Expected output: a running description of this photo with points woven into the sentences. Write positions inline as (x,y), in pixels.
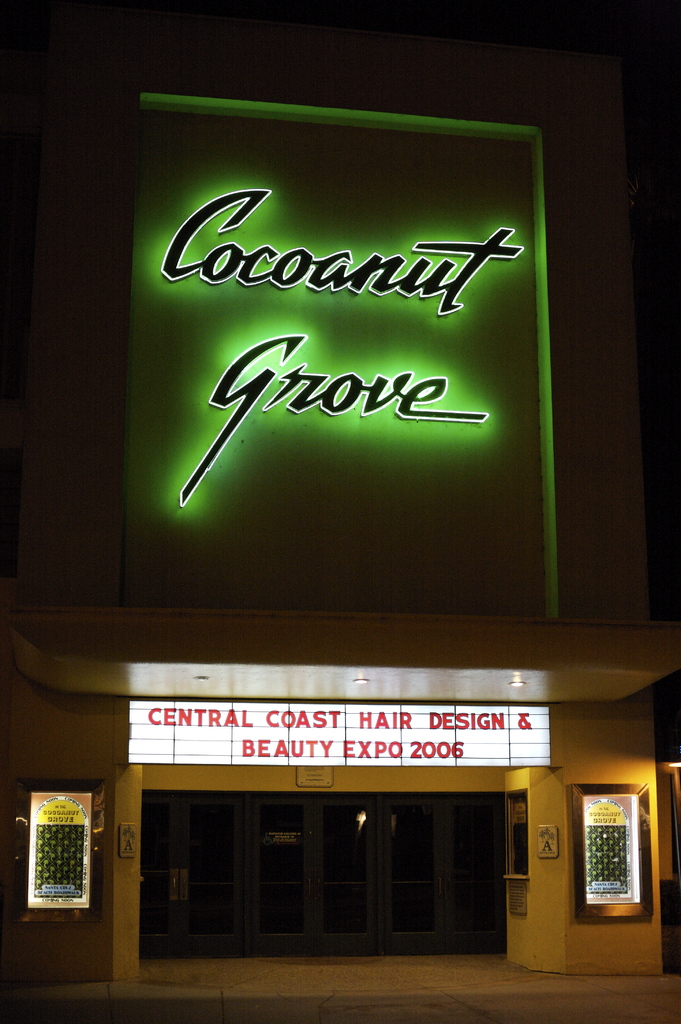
In this image I can see the building (288,629) and there are many led boards (211,714) to the building (141,631). And there is a black background.
